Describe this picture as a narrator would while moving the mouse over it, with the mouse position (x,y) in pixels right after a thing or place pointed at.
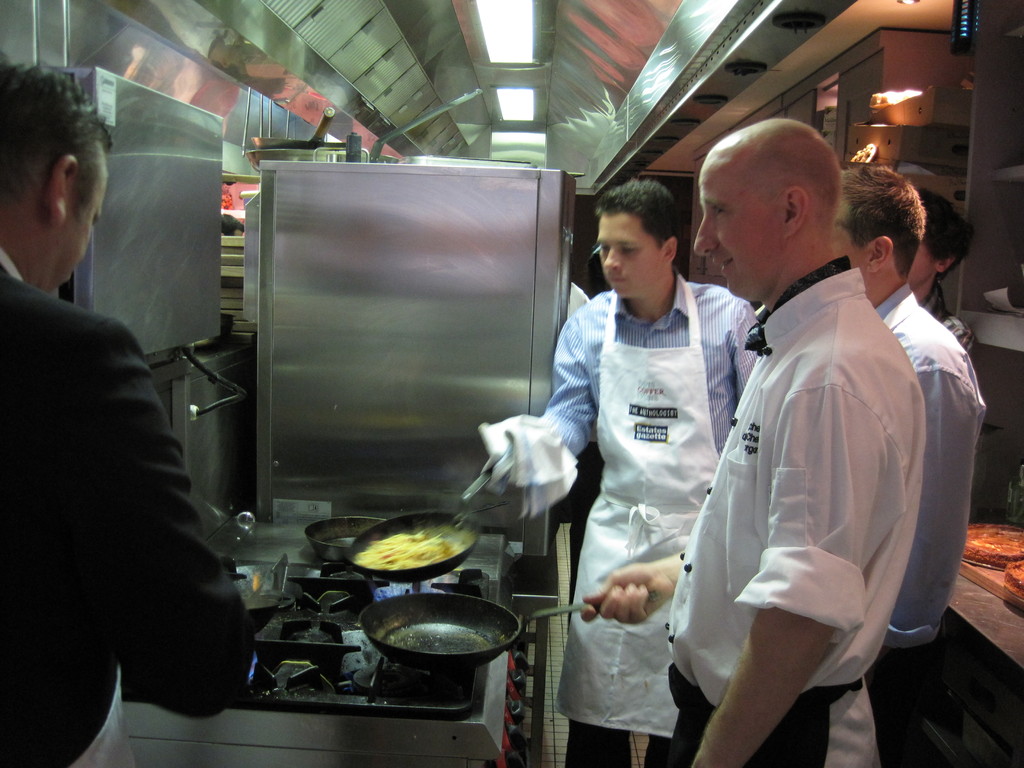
In this image there are chef (172,574) holding vessels (492,635) in their hands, in the middle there is a stove (333,585), at the top (618,45) there is a ceiling (568,115).
